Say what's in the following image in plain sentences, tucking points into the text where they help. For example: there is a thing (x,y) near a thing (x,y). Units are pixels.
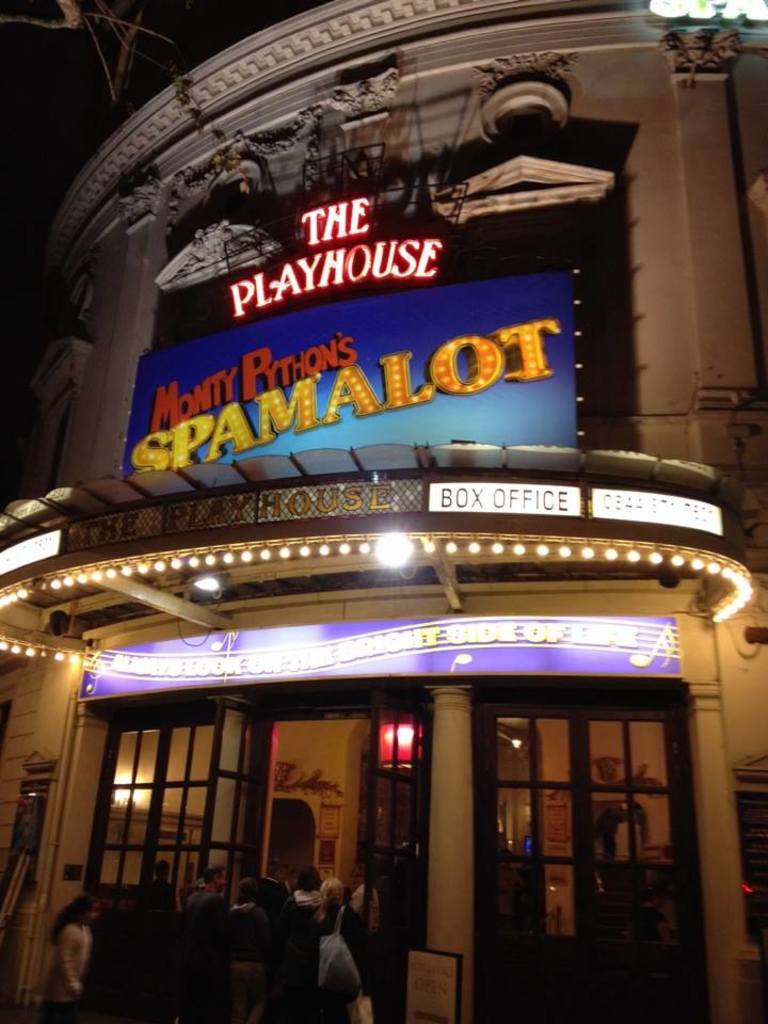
In this picture we can see a group of people (276,893), name boards (422,968), building (463,1014), lights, windows (144,766) and some objects (338,952) and in the background (172,53) it is dark.
